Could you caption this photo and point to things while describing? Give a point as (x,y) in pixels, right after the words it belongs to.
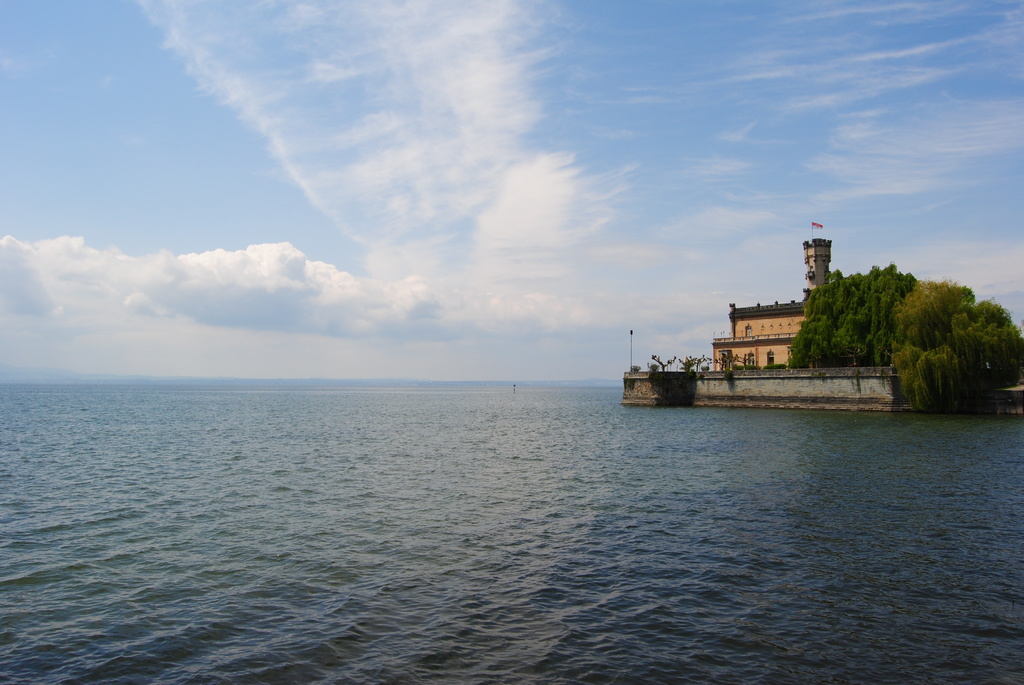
In this picture we can see a building (799,327), few trees (826,358) and water (584,456), in the background (528,339) we can see clouds (425,254).
